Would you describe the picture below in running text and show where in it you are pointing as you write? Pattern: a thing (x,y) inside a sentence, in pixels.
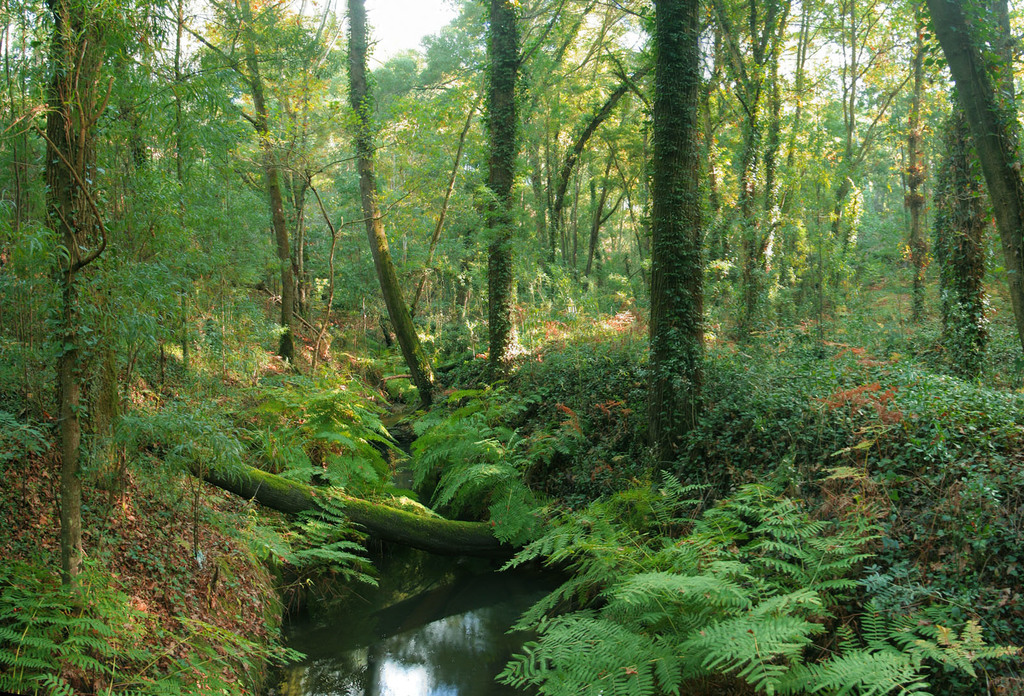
In this picture we can see some water (413,665), around we can see full of plants (774,518) and trees (821,151).
